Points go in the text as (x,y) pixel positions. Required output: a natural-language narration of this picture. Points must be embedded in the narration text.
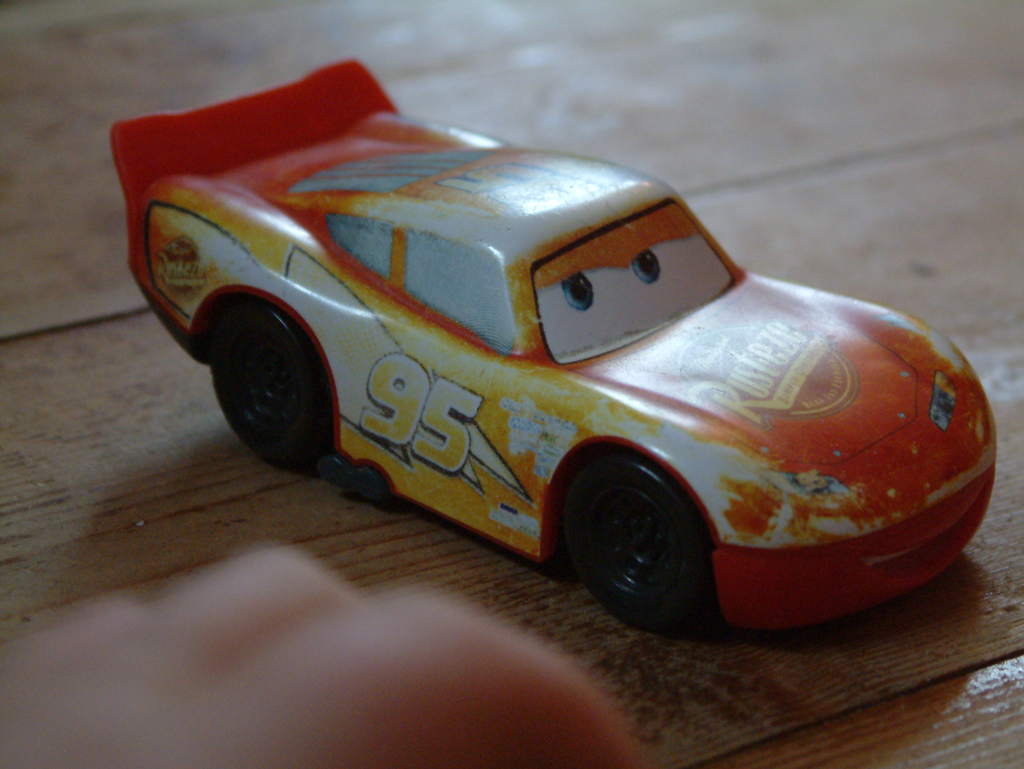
In this image, we can see a toy car (620,494) is placed on the wooden surface (956,131). At the bottom (420,696), we can see human fingers (363,664).
